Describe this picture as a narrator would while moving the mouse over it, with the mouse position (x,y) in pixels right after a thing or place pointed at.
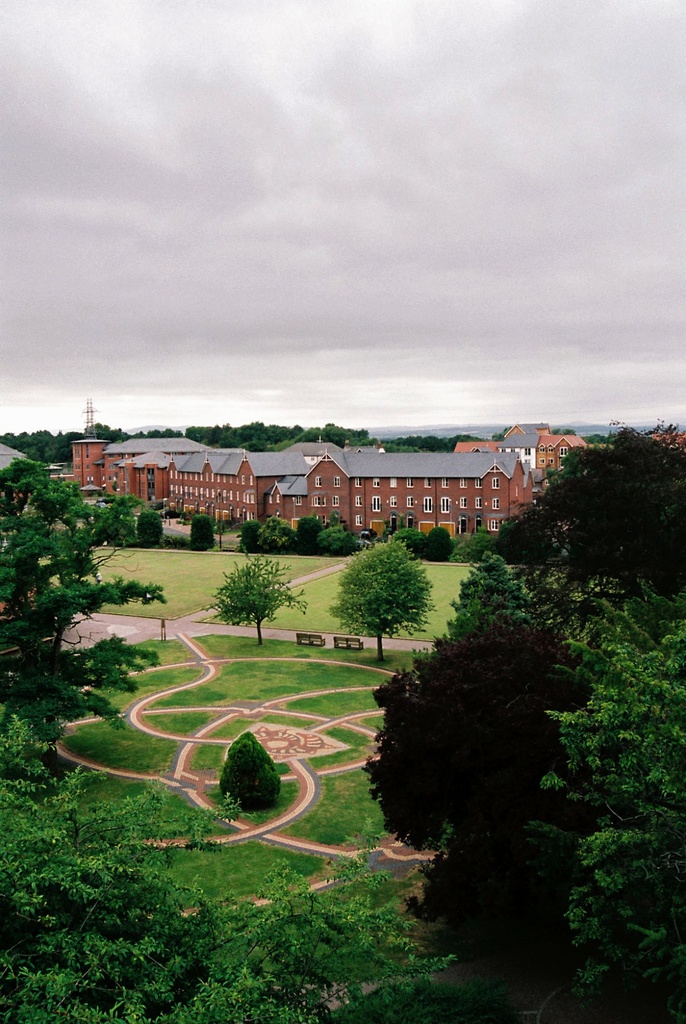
In the image we can see a building (444,465) and these are the windows (430,501) of the building (423,504). We can even see there are trees (305,898), path (194,631), benches (311,642), grass (335,792) and the cloudy sky (271,284).
